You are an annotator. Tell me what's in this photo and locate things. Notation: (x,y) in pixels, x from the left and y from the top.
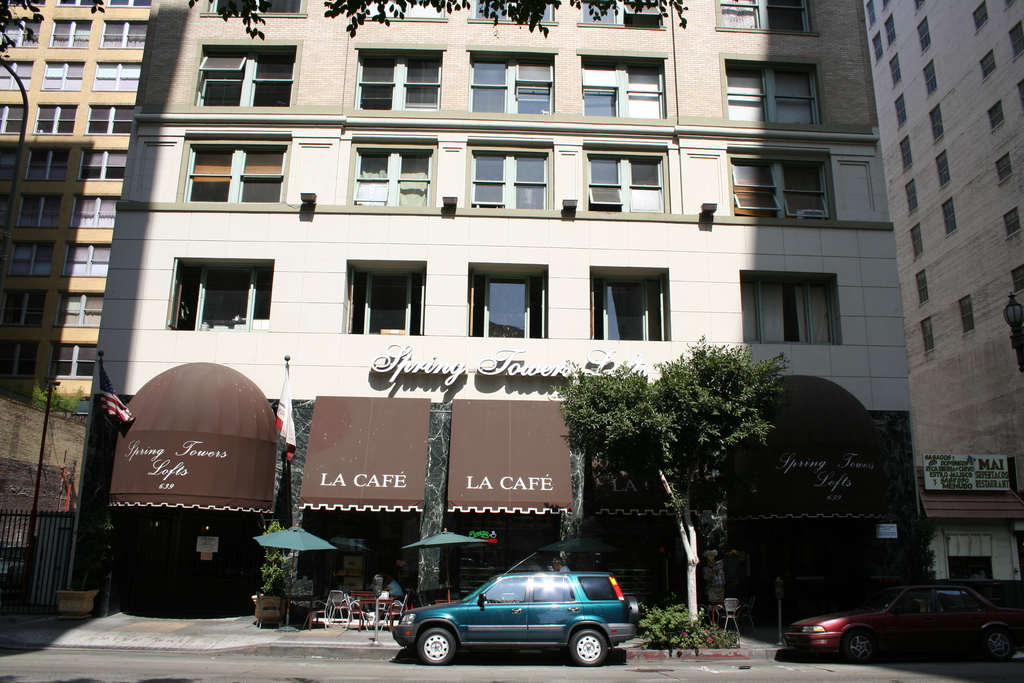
As we can see in the image there are buildings (719,297), trees (712,459), umbrellas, chairs (337,592), plants (688,631) and cars (479,630).
